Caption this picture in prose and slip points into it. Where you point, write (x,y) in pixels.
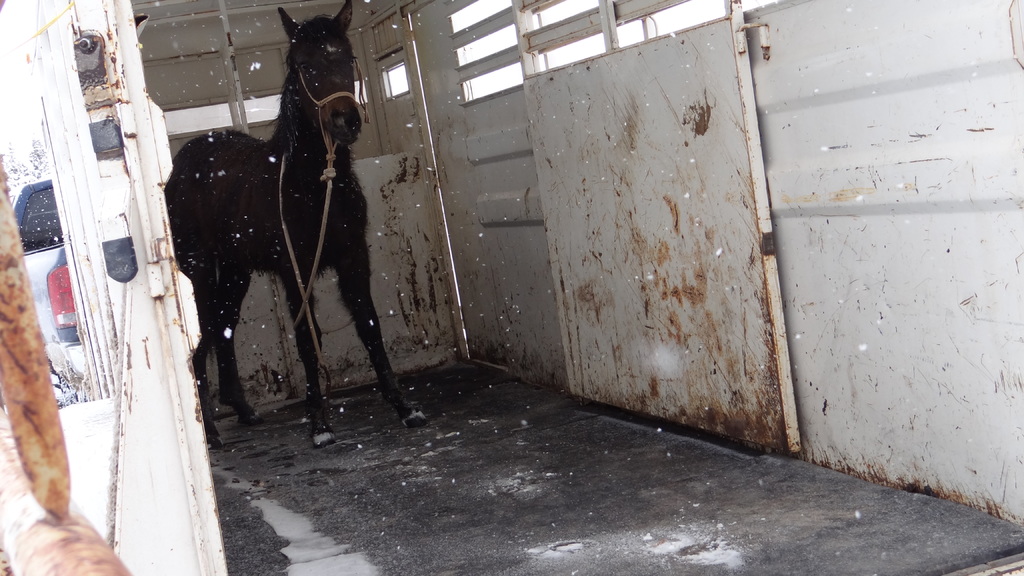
In this image we can see a horse (292,199) tied with rope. On the right side (718,181) there is a wall (433,191) with a door (688,176). In the back (47,240) there is a vehicle (65,311).
